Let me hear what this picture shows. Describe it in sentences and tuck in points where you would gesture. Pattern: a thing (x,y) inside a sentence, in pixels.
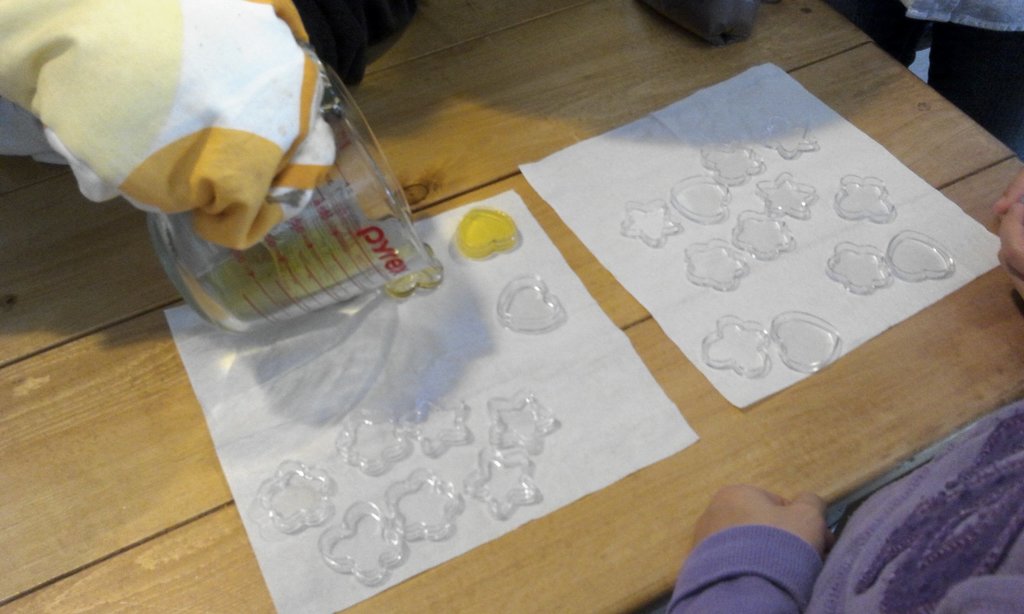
In this picture I can observe wooden table (486,125). In the middle of the picture (660,233) I can observe some plastic objects (371,436) placed on the white color papers (459,327). These papers (498,339) are on the table (599,294). On the left side (302,266) I can observe jar (312,245).
